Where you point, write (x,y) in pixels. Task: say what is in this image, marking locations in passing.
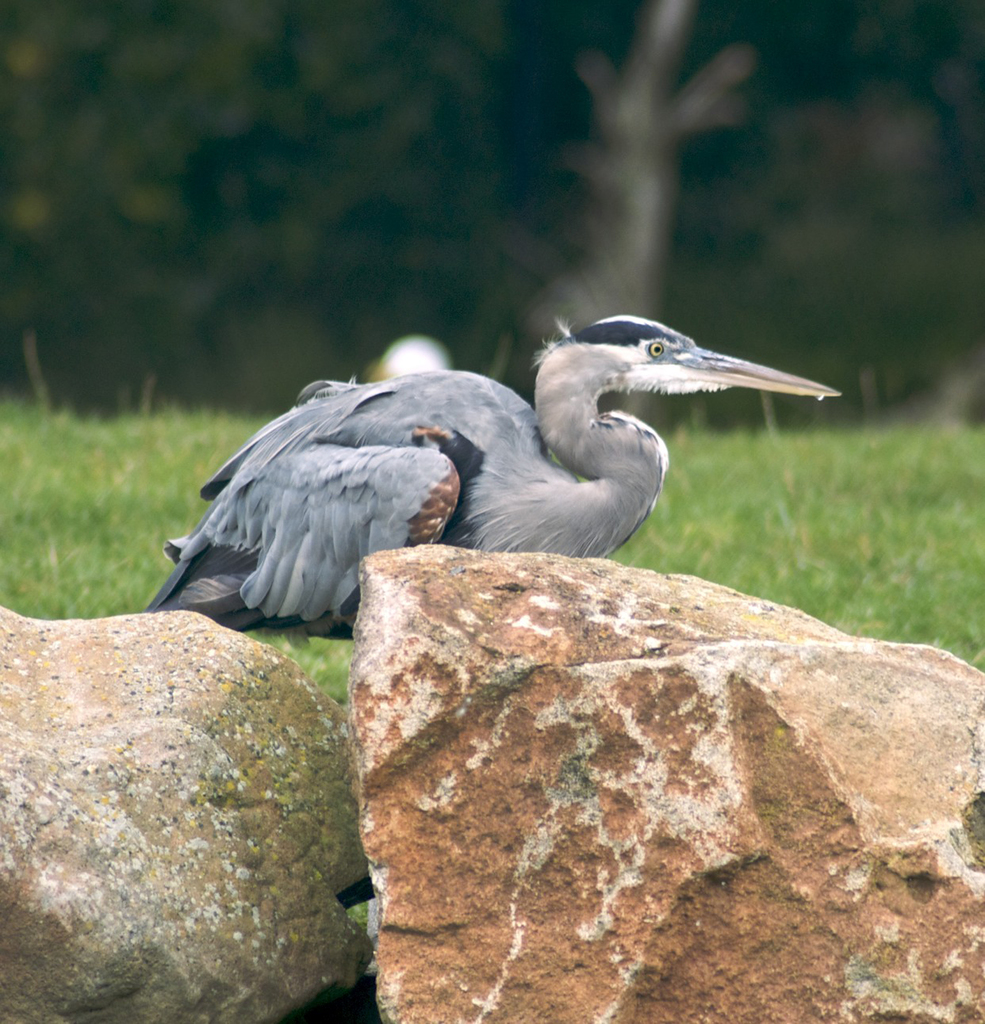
We can see bird (176,583) and stones (426,600). In the background (835,479) we can see grass (844,472) and it is blurry.
